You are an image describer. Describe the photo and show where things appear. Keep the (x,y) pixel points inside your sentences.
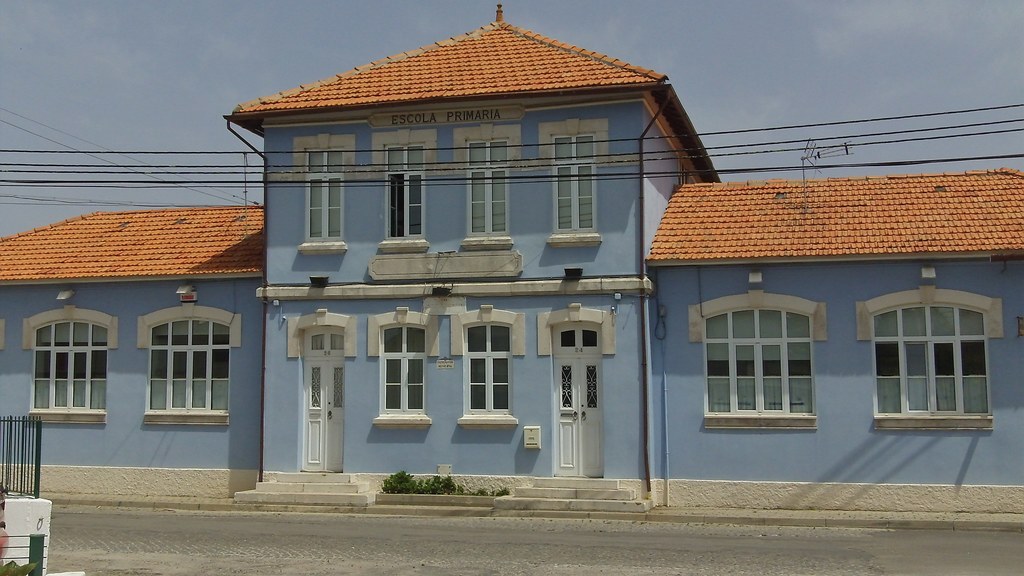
In this image there is the sky (799,70) towards the top of the image (275,57), there is a building (382,171), there are windows (927,342), there is text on the building (427,331), there are doors (600,448), there are wires (707,158), there is a wall (129,463), there are plants (435,482), there is road (450,521) towards the bottom of the image (226,534), there are objects (40,545) towards the left of the image (20,517), there are objects (47,556) towards the bottom of the image (47,556), there are lights (437,292), there is an object (530,441) on the wall (524,425).
